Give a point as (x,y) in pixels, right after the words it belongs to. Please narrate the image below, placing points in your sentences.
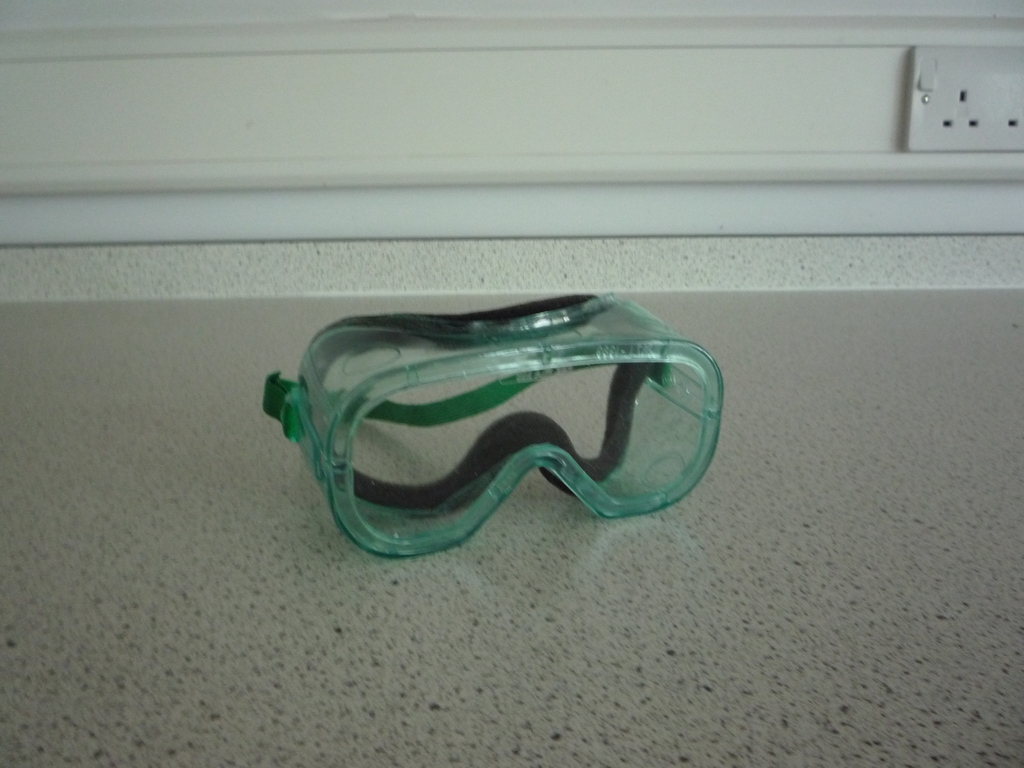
In the center of the image (509,431) we can see goggles (458,444) placed on the countertop (746,632). In the background (991,160) there is a wall (595,198) and we can see a plug socket (1013,141) placed on the wall (839,107).
